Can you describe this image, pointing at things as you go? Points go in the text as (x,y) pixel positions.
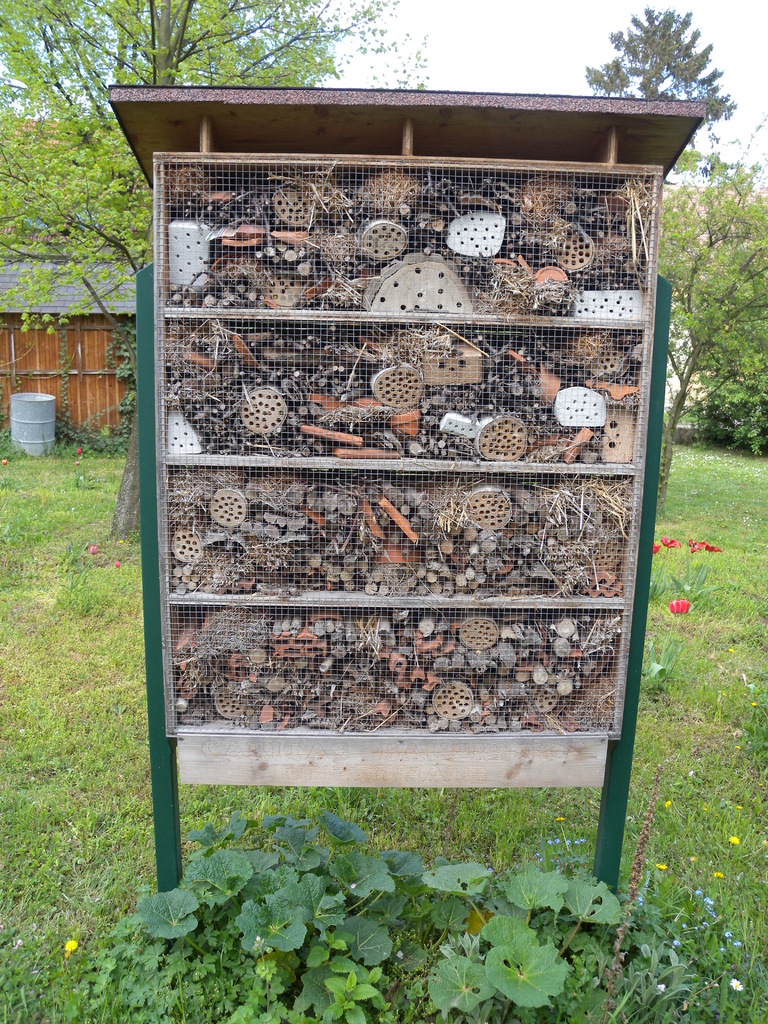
In the center of the image (413,461) we can see objects (356,667) in the cupboard (286,569). In the background (45,652) we can see grass (55,660), plants (704,412), flowers (675,546), houses (54,278), trees (730,230) and sky (430,22).
